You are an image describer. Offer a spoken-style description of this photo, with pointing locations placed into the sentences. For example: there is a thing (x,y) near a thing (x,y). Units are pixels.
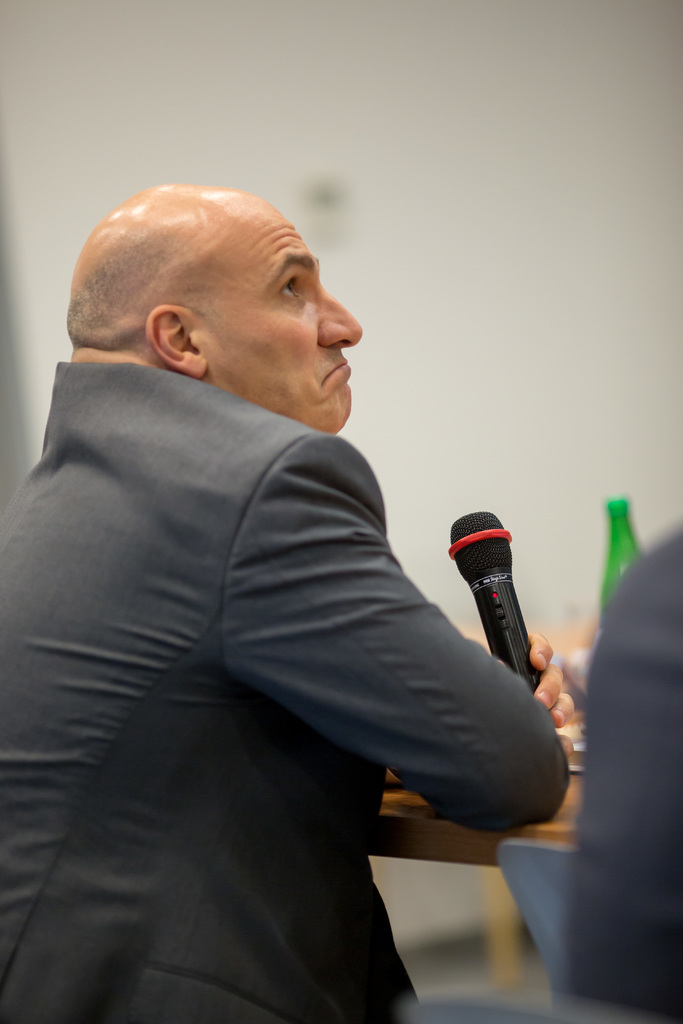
In this image I can see a man (161,632) who is wearing a suit (198,617) holding a microphone (500,599) in his hand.
